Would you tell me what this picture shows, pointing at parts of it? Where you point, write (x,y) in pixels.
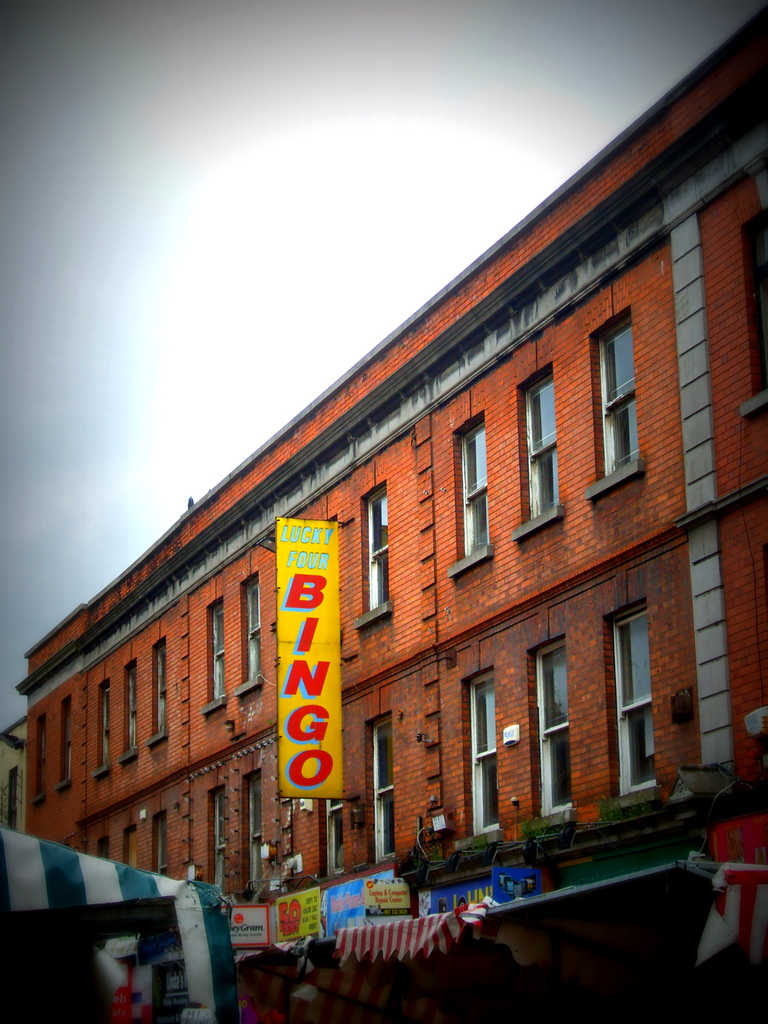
In this image we can see a building (409,642) with boards (311,909) and text (293,781) written on the boards (325,770) and there is a tent (741,872), lights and windows (551,456) to the building (364,728) and sky (258,333) on the top (211,313).
